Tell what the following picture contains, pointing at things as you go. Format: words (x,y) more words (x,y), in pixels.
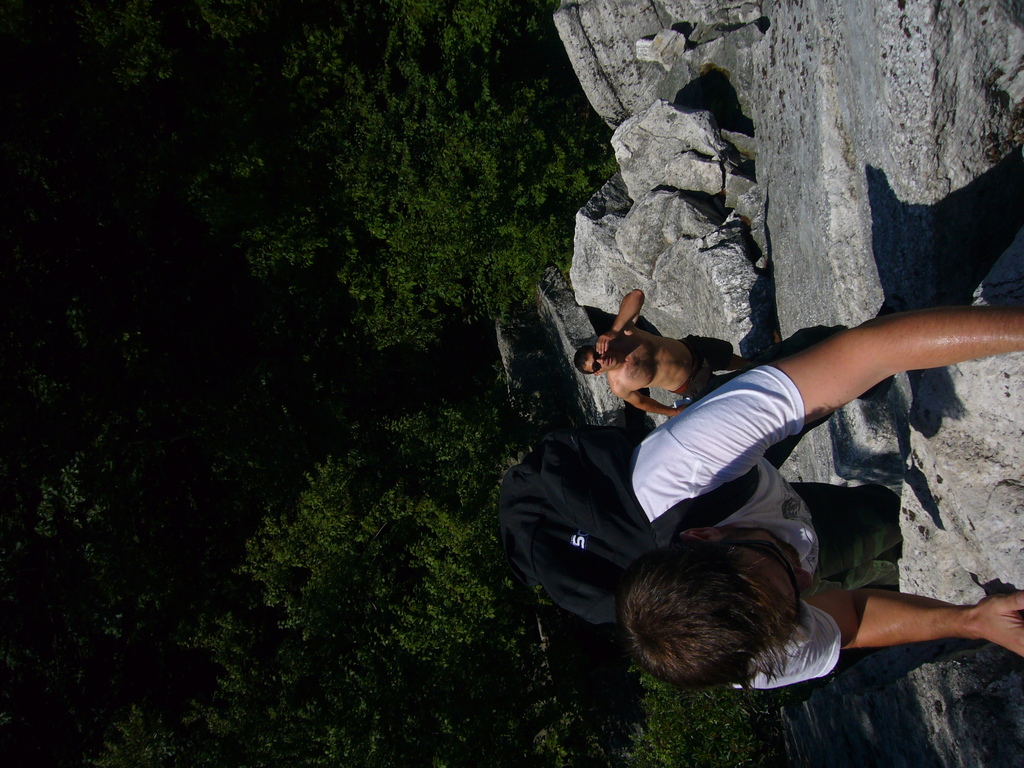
In this image I can see two people (679,359). One person (782,523) is climbing and wearing black bag (575,499). I can see trees (407,383).
